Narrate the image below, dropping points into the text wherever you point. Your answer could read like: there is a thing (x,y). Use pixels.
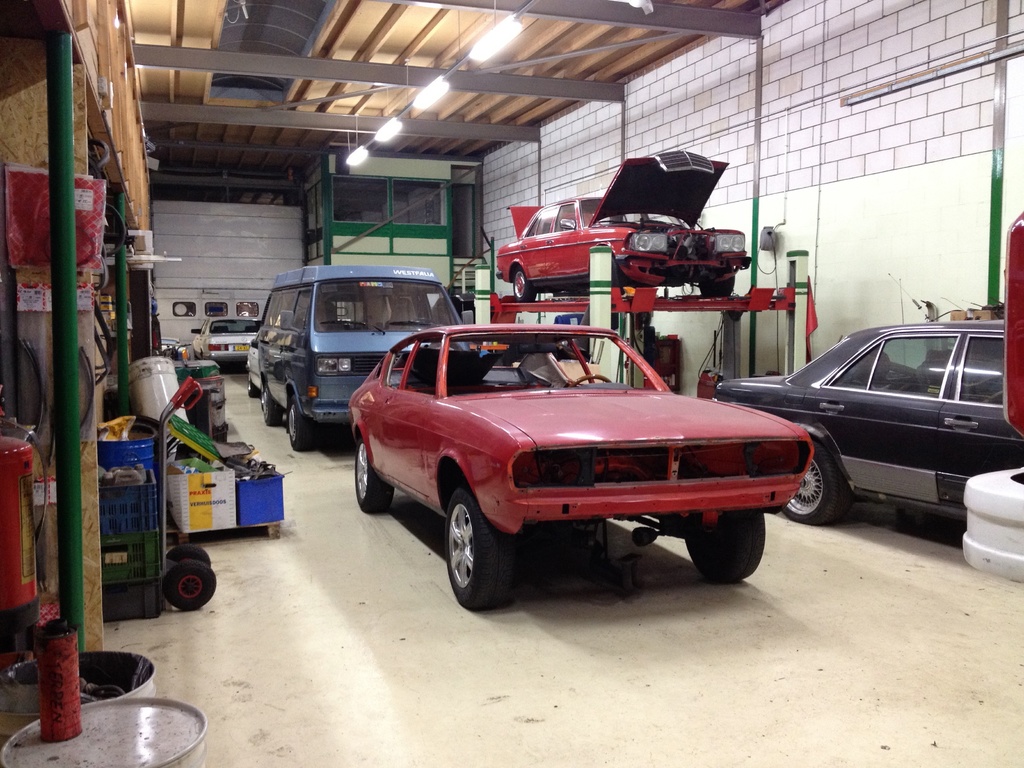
In this image it looks like a mechanic shed (172,243) where there are few cars (409,427) in the middle (453,493). At the top (317,114) there is ceiling (361,102) with the lights (389,125). On the left side (122,485) there are tools (120,472) kept on the floor (258,544). On the right side (716,249) there is a car (633,235) which is kept on the stand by opening its hood (611,211). At the bottom (25,554) there are buckets (136,694) and a fire extinguisher (23,572) on the floor (234,676).
